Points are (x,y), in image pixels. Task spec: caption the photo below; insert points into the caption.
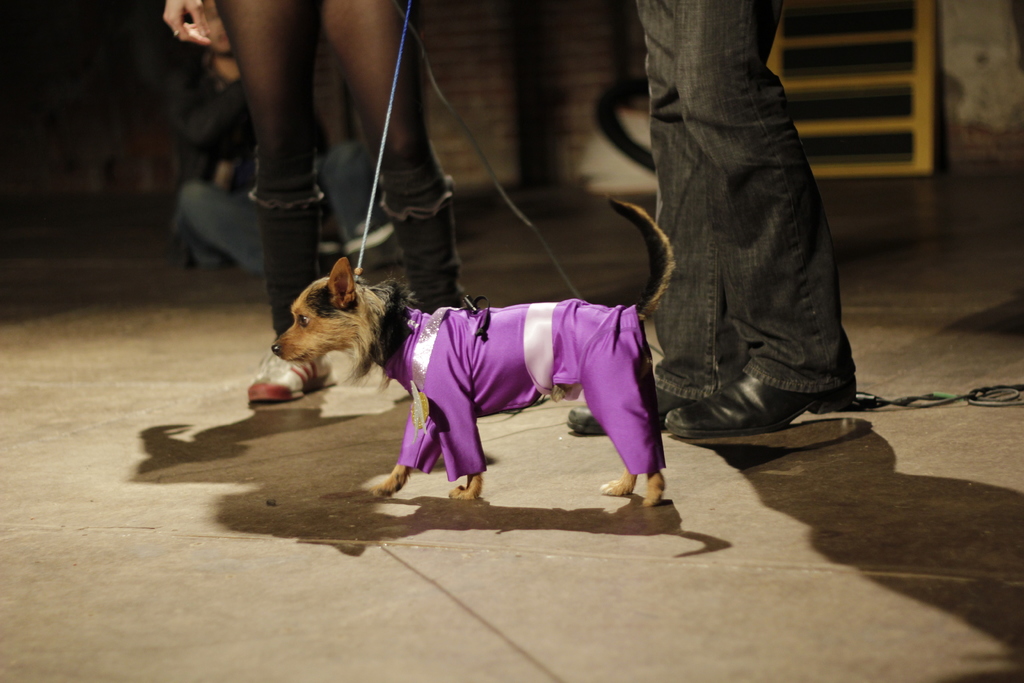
In this image there is a dog (492,315) with violet color dress (610,345) and a belt (366,236), and in the background (752,315) there are three persons (190,189).
